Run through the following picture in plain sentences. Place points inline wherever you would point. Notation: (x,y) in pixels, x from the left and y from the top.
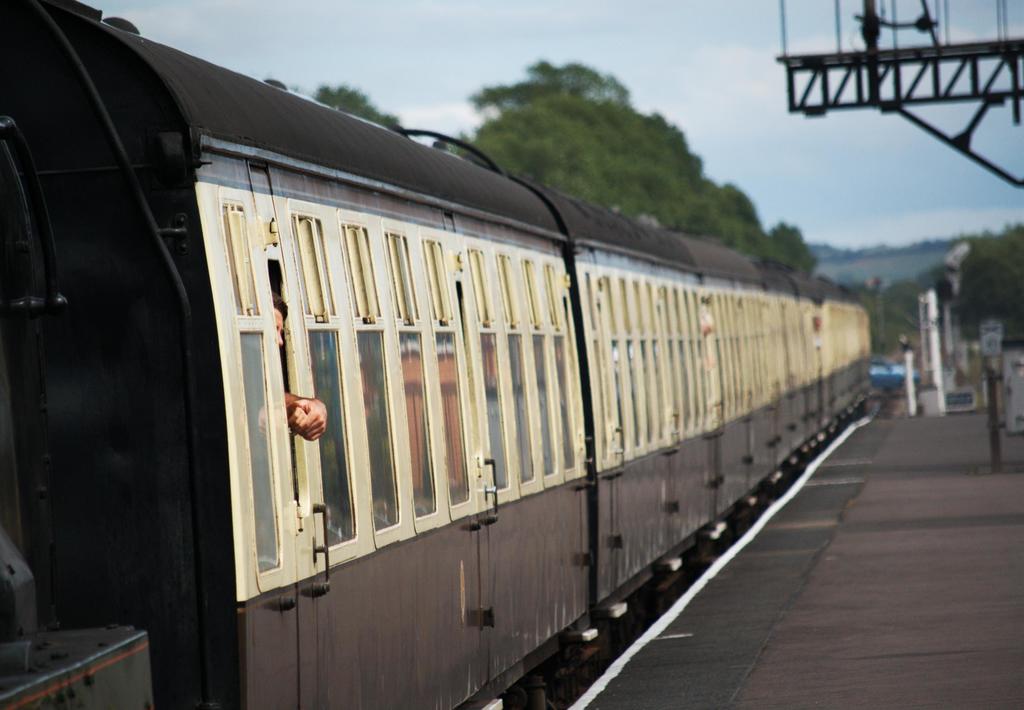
In this image we can see a train (538,378) on the track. We can also see some people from the windows (516,423), some poles (988,401) on the pathway (962,472), a group of trees (582,138), a metal frame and the sky (636,99) which looks cloudy.
